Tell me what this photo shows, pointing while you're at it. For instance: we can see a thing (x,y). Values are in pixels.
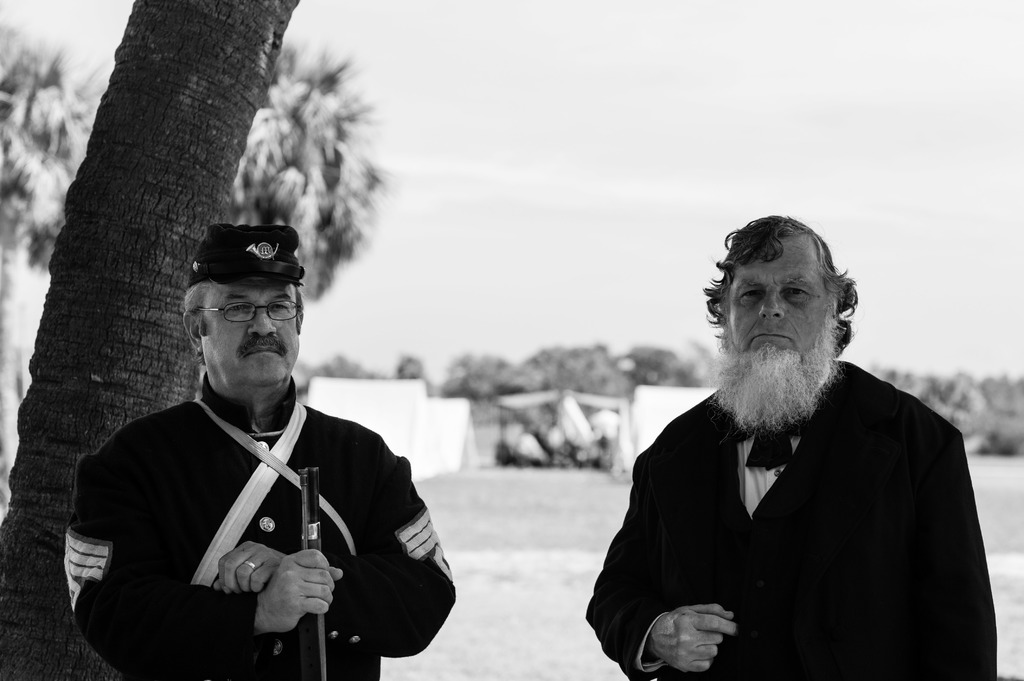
In this picture I can see the two men (348,469), they are wearing the coats (374,529), there are trees (161,399) on the left side (145,388). In the background (397,421) those are looking like the tents (649,430), this image is in black and white color.
